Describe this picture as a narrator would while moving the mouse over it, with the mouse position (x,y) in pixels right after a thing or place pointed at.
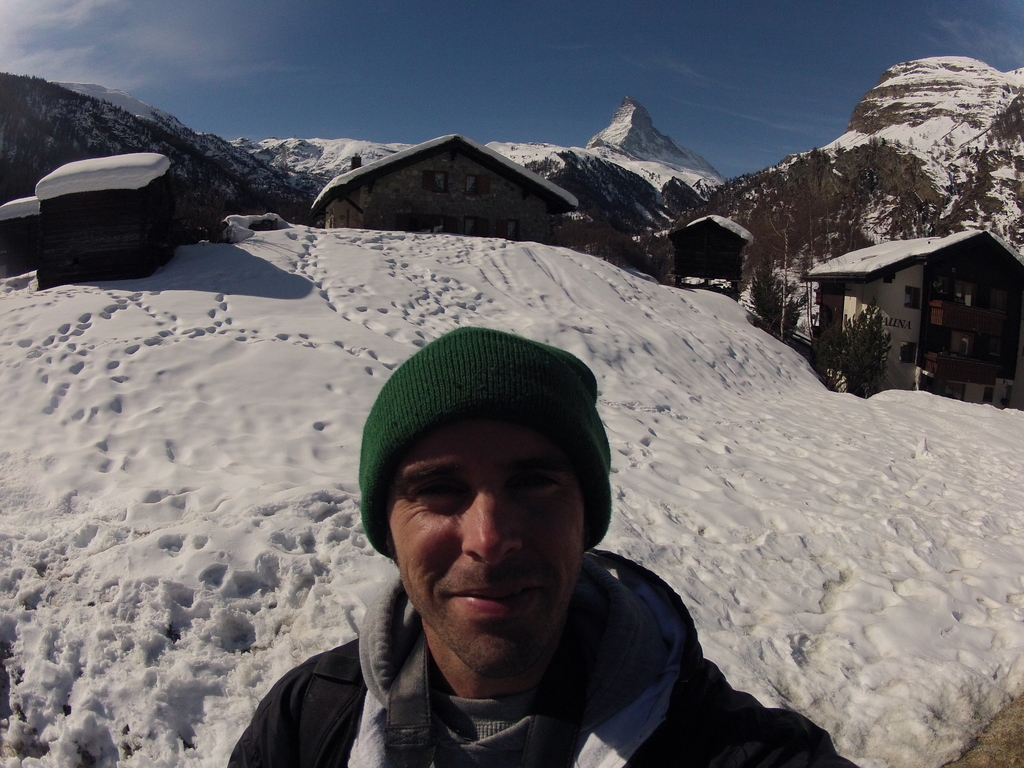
In this image we can see a man (547,453) and there are some buildings (143,264) and trees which are covered with the snow (951,237) and in the background (538,149), we can see the mountains (538,149) and at the top (812,87) we can see the sky (407,51).
